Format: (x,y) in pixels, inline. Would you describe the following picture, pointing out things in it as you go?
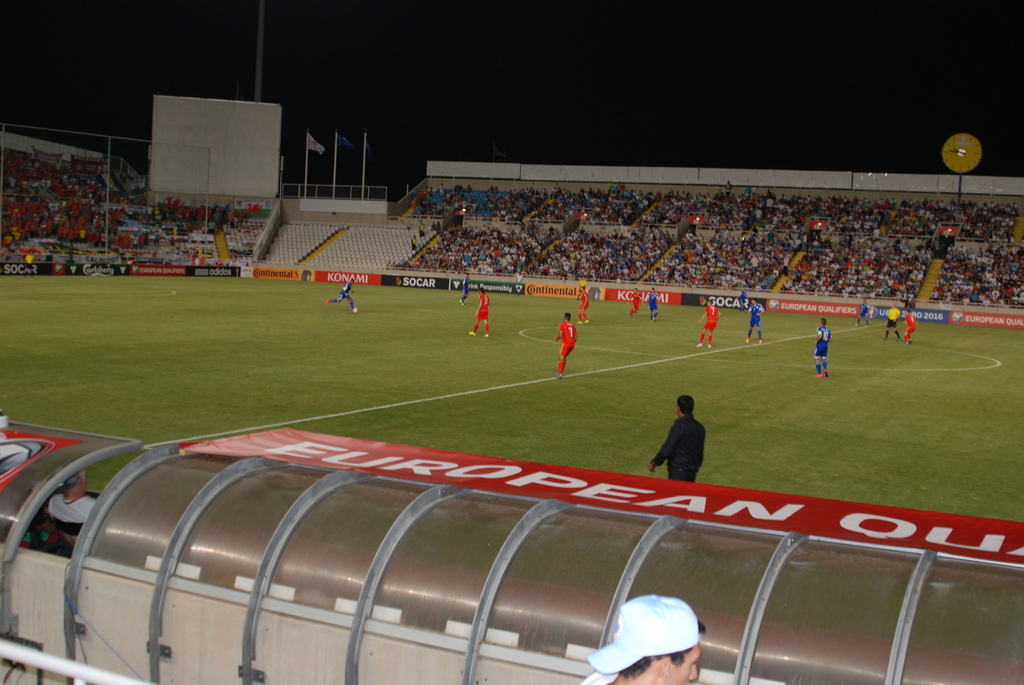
In this image, we can see some persons (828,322) playing football. There is a crowd (664,206) in the middle of the image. There is a person (621,647) at the bottom of the image (650,682) wearing a cap (623,629) in front of the shelter (544,520). There is a sky (479,62) at the top of the image (480,62).
